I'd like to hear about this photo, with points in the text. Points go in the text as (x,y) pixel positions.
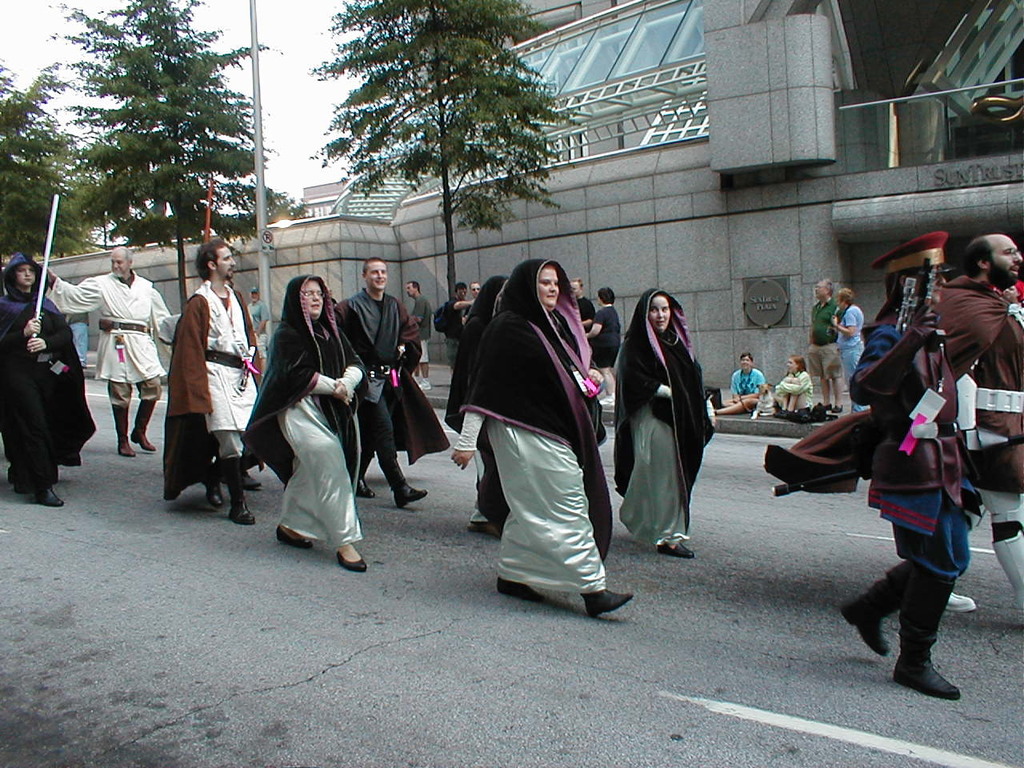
In this picture we can see some people (934,556) are wearing costumes (949,323) and walking on the road (201,636) and a man (47,343) is holding a stick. In the background of the image (113,148) we can see the trees (396,47), pole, building (587,241), wall (705,249), boards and some people (606,317) are standing and some of them are sitting on the footpath (815,401) and also we can see the bags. At the bottom of the image (268,665) we can see the road (395,613). At the top of the image (259,10) we can see the sky (259,10).
